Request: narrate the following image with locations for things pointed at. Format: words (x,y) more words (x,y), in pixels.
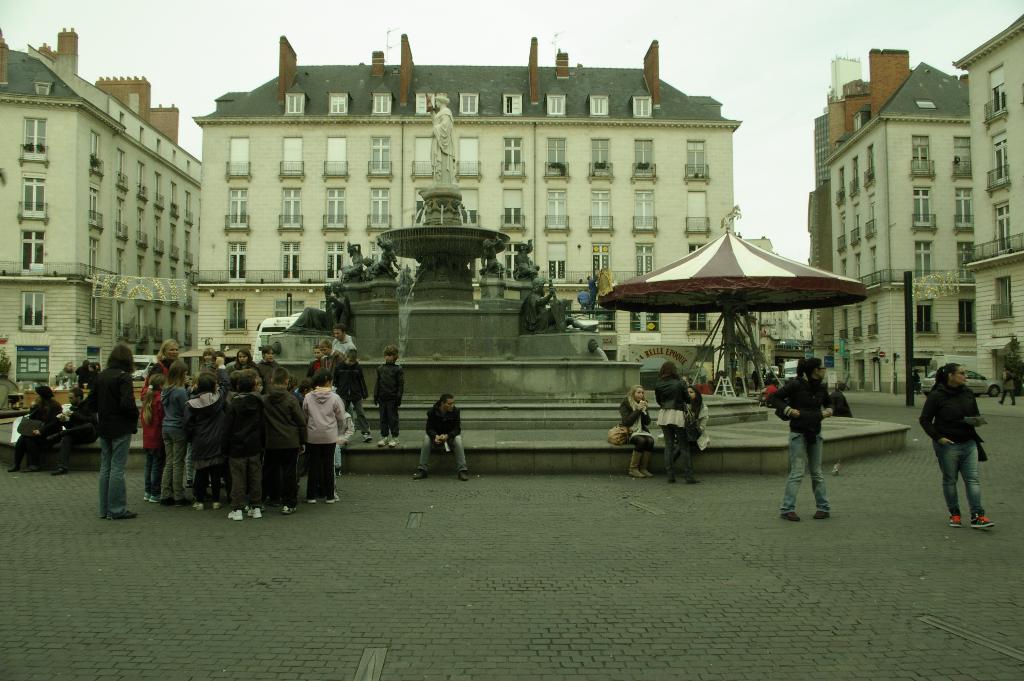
In the image I can see some buildings (491,210) and on the road (684,609) there is a statue (454,345), some people (672,366) and a shed (790,297) to the side.
